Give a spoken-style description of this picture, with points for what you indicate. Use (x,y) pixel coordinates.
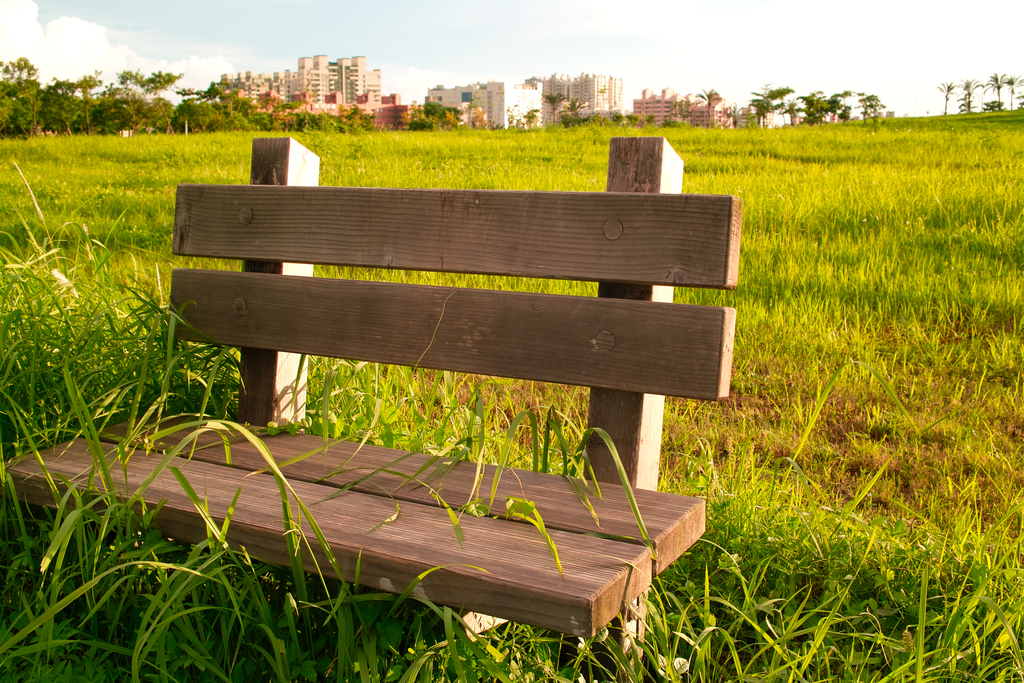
As we can see in the image there is a bench (250,352), grass (54,490), trees (215,128) and buildings (644,108). On the top (546,24) there is sky (534,22).
